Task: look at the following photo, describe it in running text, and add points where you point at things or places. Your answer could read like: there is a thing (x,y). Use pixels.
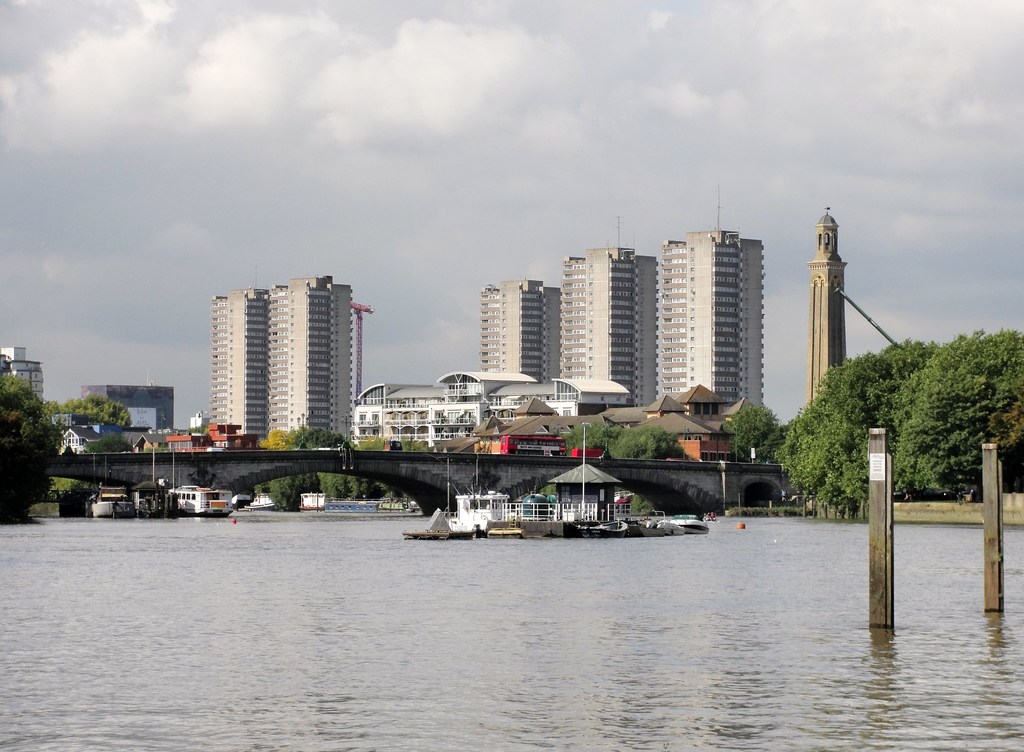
In this image at the bottom (604,584) there is a river (665,586), in that river (981,594) there are some boats (469,512) and in the background (374,484) there is a bridge (292,451), buildings (355,442), trees (33,476), houses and on the right side (857,384) there are some poles (873,446) and trees (861,420). At the top of the image (314,198) there is sky (244,218).
